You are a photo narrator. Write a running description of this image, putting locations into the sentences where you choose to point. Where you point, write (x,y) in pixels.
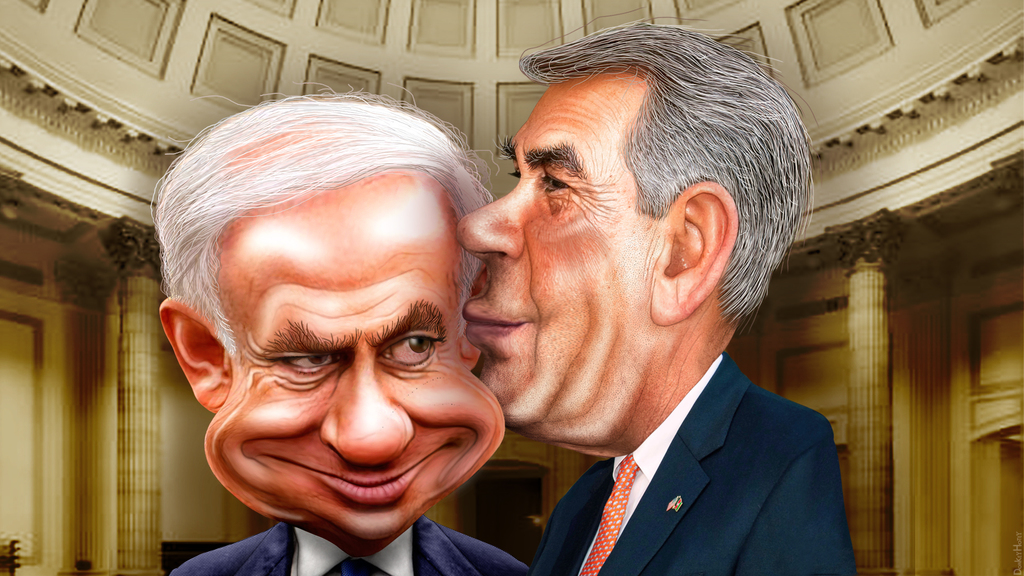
This is a cartoon picture. This picture is an inside view of a building (83,104). In the center of the image (489,250) we can see two mens (570,387) are standing and wearing suits (759,483). In the background of the image (526,465) we can see the pillars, wall (981,531), door (519,535), chair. At the top of the image (256,37) we can see the roof (437,55).
